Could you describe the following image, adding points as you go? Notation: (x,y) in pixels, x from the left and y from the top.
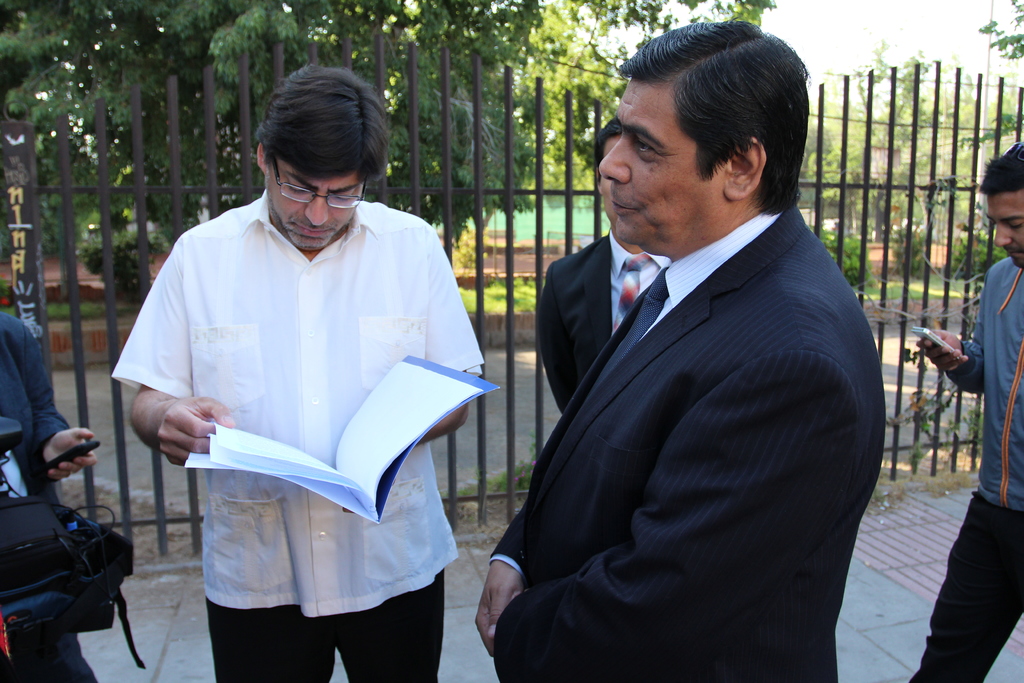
On the left (246,475) a man (262,429) is standing and holding a file (369,496) and looking at the papers (323,464) beside him on the left (49,544) there is a person (30,466) holding mobile phone (67,457) in his hand (53,447). On the right (729,433) we can see 3 men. In the background (921,372) there is a fence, trees (68,14), plants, pole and a sky (780,12).
